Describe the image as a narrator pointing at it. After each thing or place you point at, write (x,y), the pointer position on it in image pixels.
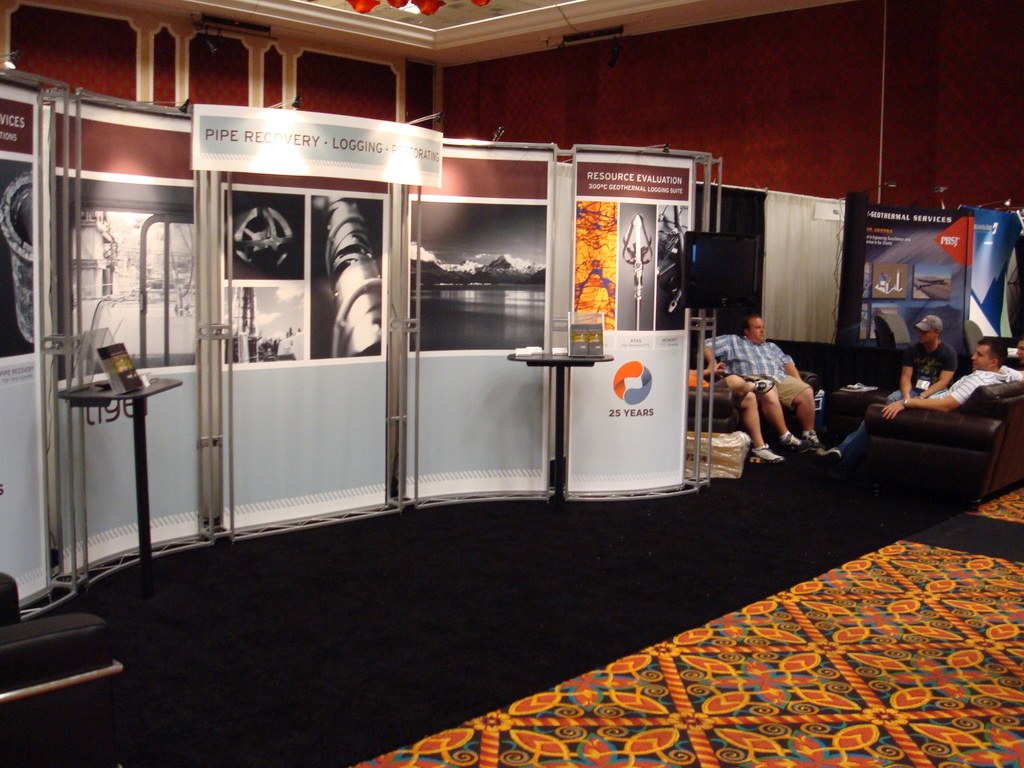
This image is clicked inside. In this image, there are cabins (584,386). To the right (923,435), there is a sofa (920,440) on which, four men (913,404) are sitting. At the bottom (414,728), there is a floor mat (481,722) on the floor (506,679). In the background (594,72), there is a wall (741,69) on which a red color wallpaper (756,114) is pasted.
